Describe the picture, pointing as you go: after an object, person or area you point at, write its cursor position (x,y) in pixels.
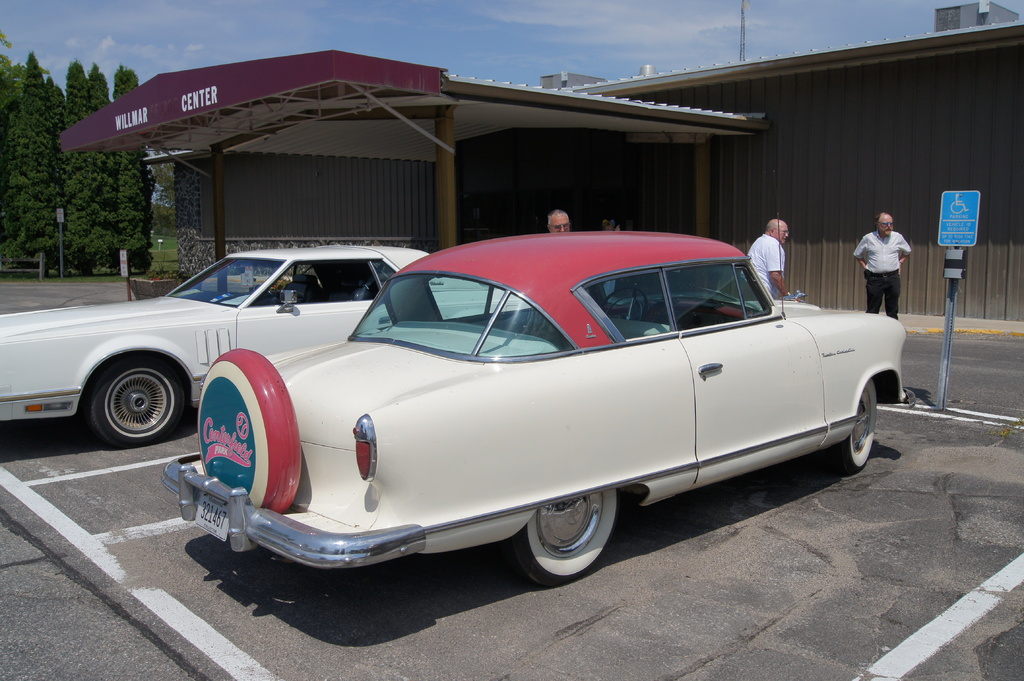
In this image I can see cars (614,438) and tents (217,125) and signboard (943,219) and trees (89,99), at the top (139,23) I can see the sky (895,27) and fence (918,102) visible there are three persons (760,251) visible on the road (718,559) in the middle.
